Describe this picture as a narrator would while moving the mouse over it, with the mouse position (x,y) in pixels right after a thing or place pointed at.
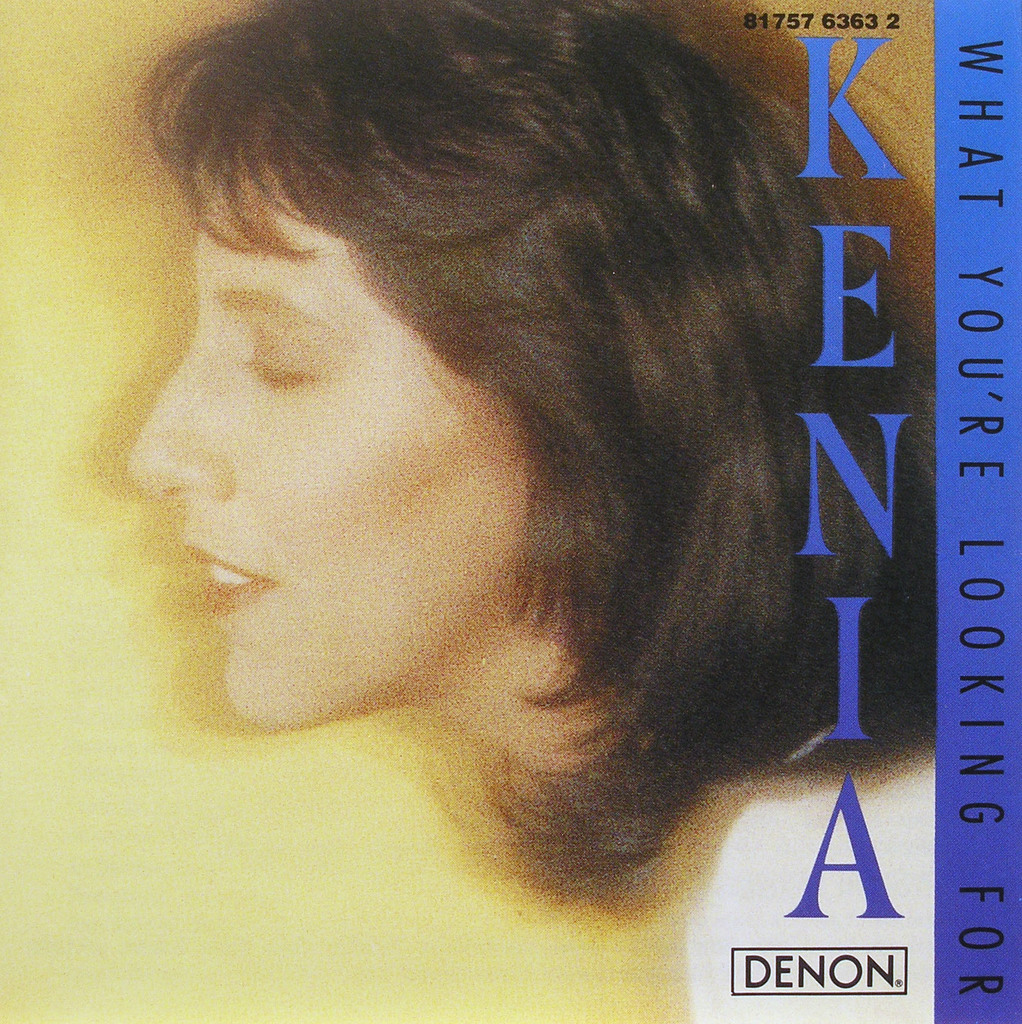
In the picture I can see a woman's side view (528,473). On the right side of the image (841,792) we can see some edited text (820,80) which is in blue color.
